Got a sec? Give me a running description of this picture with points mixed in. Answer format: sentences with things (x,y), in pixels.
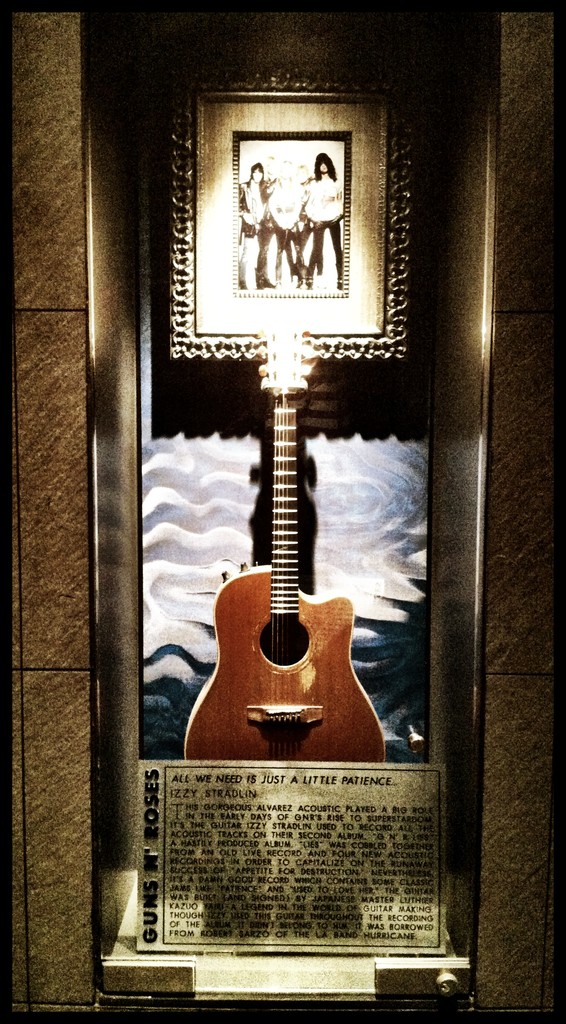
In this picture we can see a guitar (286,685), photo frame (282,302), some texted board (236,791) are placed in one place. side we can see wall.
